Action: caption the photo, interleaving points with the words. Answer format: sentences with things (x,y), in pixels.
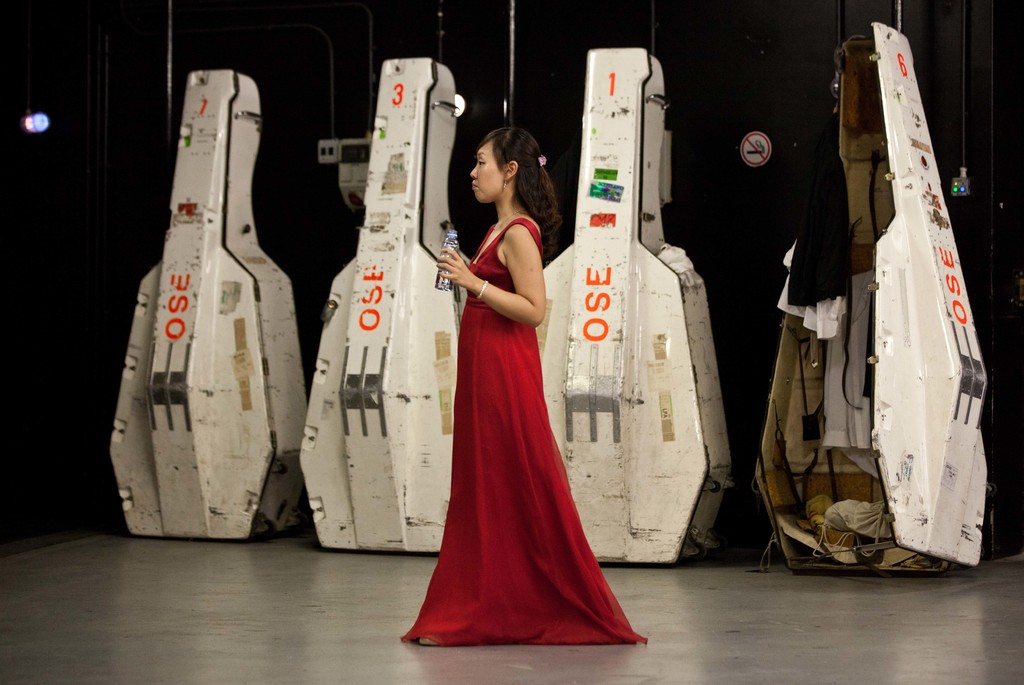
This picture shows a few boxes (915,116) on the dais (211,608) and we see a woman (496,131) standing and holding a bottle (443,285) in the hand (472,282) and we see a caution board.
